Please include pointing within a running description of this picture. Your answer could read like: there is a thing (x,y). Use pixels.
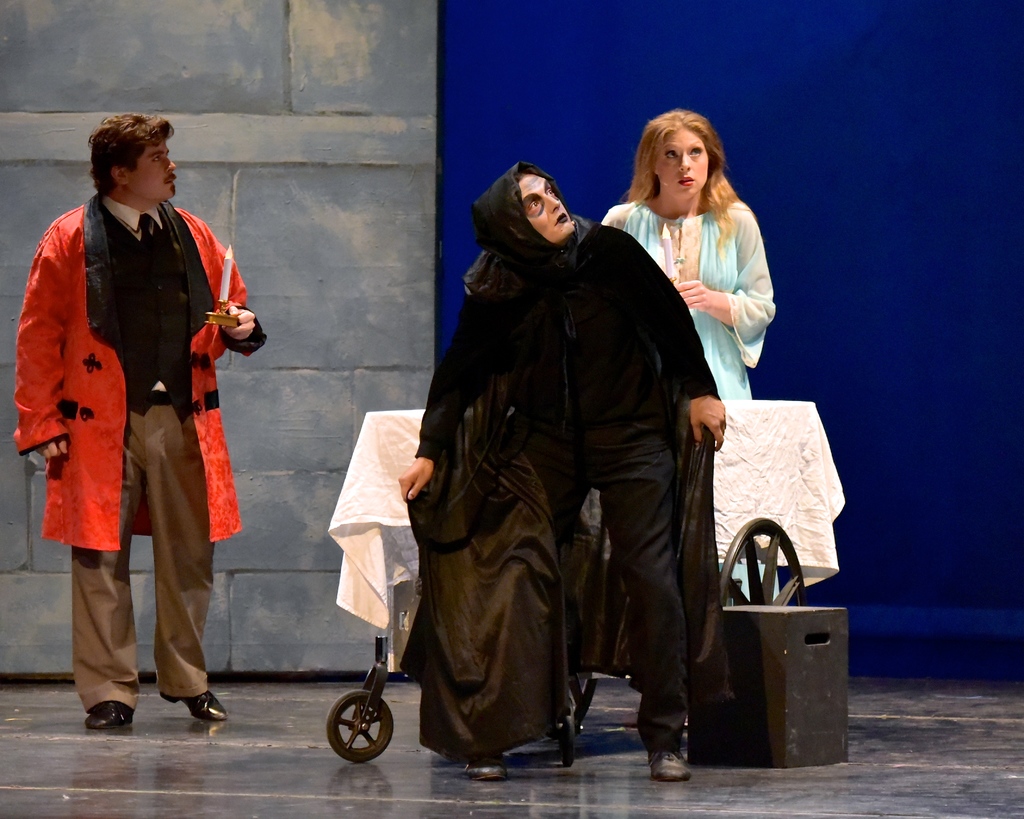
In this image we can see a person (59,442) wearing red coat (61,390) is standing here and this person (651,360) black dress (654,377) is standing here. Here we can see a woman (624,227) in the blue dress (748,238) and the trolley (403,563) here. In the background (616,155), we can see the stone wall (289,252) and the blue color board (464,156).
